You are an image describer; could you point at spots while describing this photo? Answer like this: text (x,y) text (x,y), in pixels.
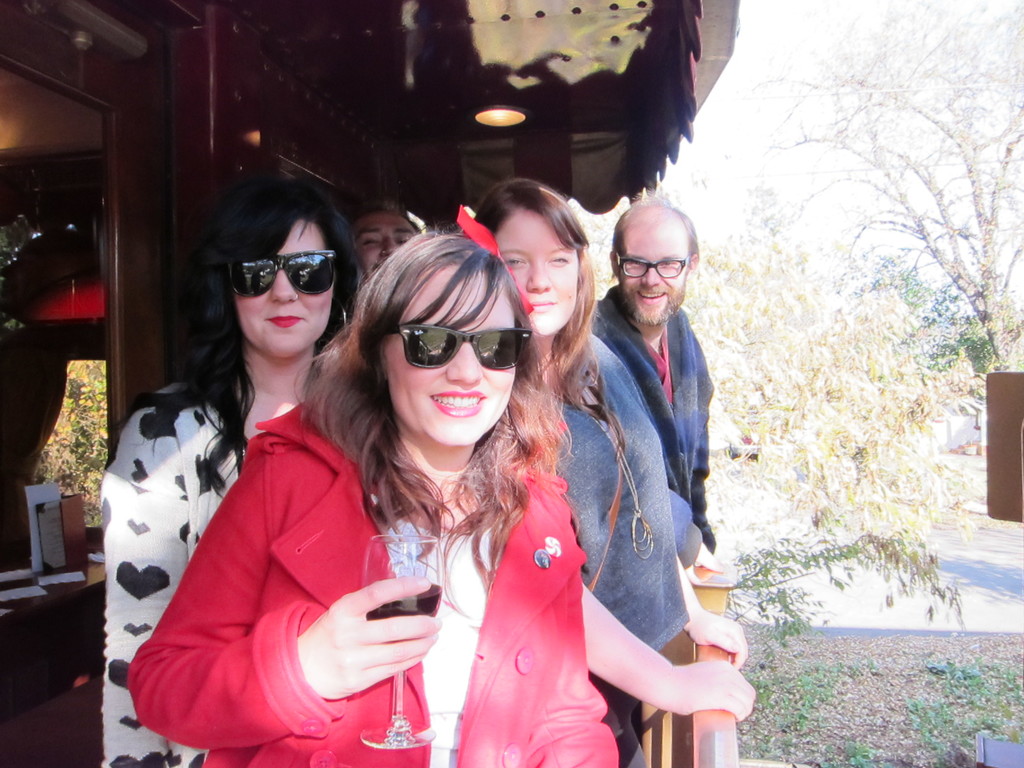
In this image there are persons (463,421) standing and smiling. In the front (412,606) there is a woman (419,633) standing and holding glass (383,618) in her hand (398,624) with a smile on her face (432,436). In the background (914,454) there are trees (826,415). On the left side (31,382) there is a mirror (72,401) and on the top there is a light (488,114).
